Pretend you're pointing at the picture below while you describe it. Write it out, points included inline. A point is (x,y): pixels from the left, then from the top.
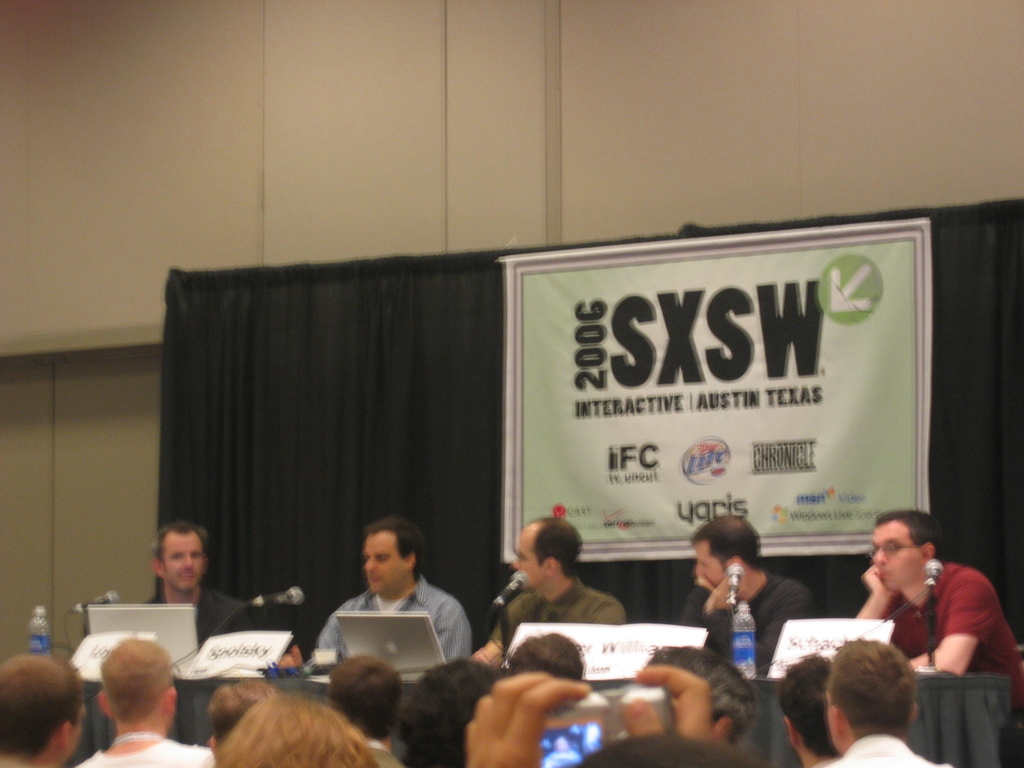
In this image, there are five persons (944,611) sitting. There are laptops (193,645), mike's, name boards (232,645), water bottles (736,652) and few other things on a table (927,696). At the bottom of the image (81,738), there are group of people (872,702) and I can see the hands (531,745) of a person (659,747) holding a camera (606,729). In the background (528,446), I can see a banner (552,350), curtains (349,341) hanging to a hanger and there is a wall (241,125).
